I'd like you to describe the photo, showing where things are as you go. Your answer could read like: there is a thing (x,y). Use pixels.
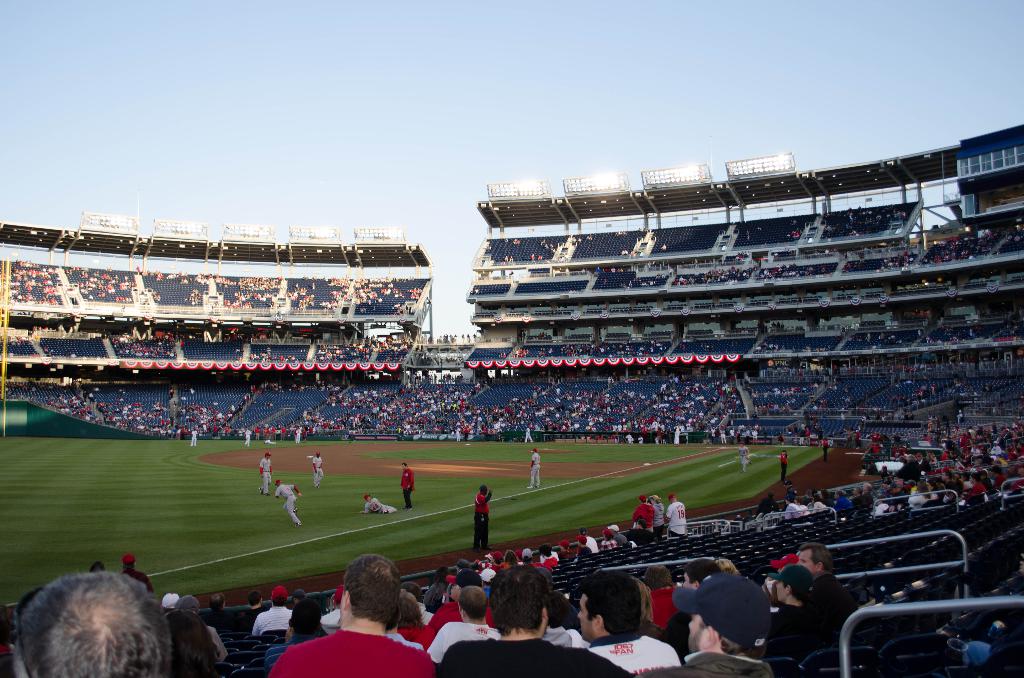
In the image we can see a stadium (988,622). In the stadium (693,248) few people (170,635) are sitting and standing. In the middle of the image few people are playing baseball. Top of the image (852,109) there is sky (998,63).
